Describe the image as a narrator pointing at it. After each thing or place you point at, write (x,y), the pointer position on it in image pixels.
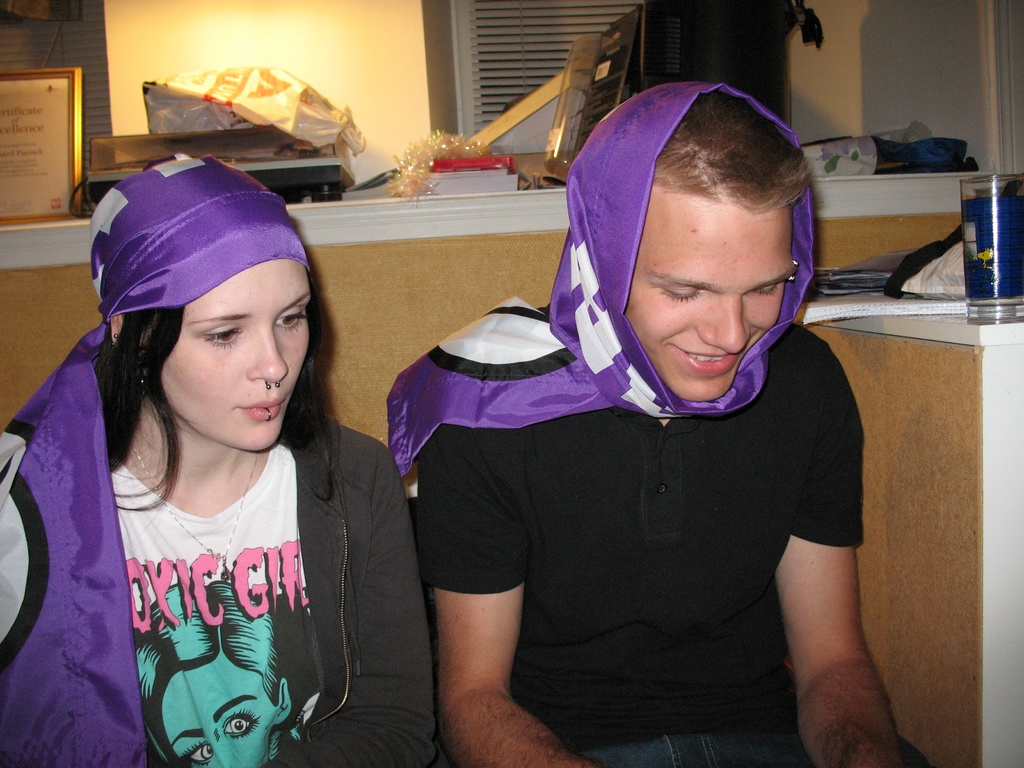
In this image we can see two persons (282,460) and the persons (282,275) are wearing scarves (244,263). Behind the persons (244,263) we can see a wall (201,17) and few objects (47,164) on the table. On the right side (911,431), we can see few objects (952,234) on a table (877,547).
